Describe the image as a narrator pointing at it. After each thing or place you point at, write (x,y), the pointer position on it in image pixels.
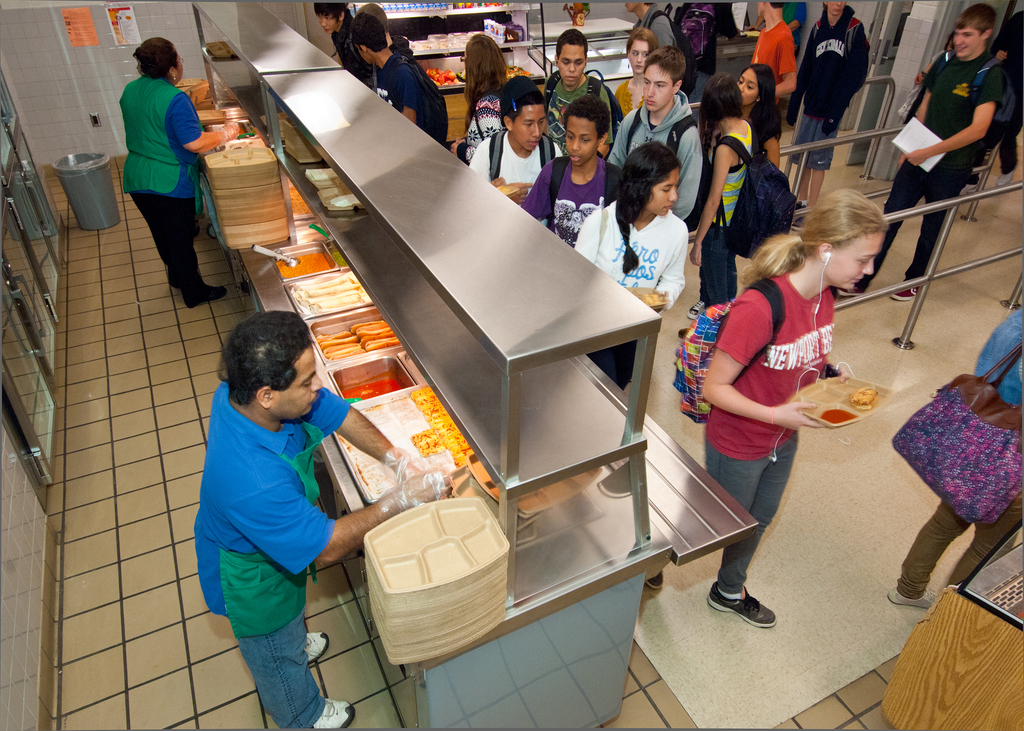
In the image there is a steel table (300,226). On the table (307,240) there are vessels (316,325) with food items (318,267) in it. And also there are plates (199,97). On the left side of the image (39,208) there is a door (45,226) and also there is a dustbin (68,195). And there are two people (158,169) standing. Behind the table (418,138) there are many people (960,41) standing. There are few people (758,342) holding plates (862,396) in their hands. And also there are railings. In the background (436,67) there are tables (502,52) with food items (418,47).
